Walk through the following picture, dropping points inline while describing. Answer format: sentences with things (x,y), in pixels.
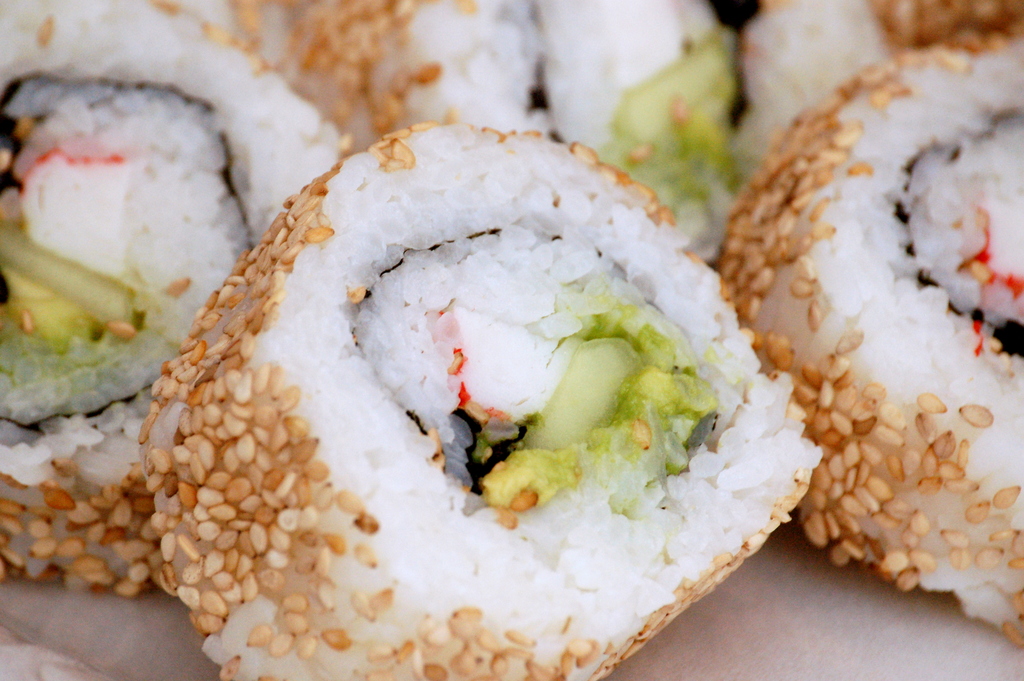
In this picture I can observe food (396,155) in the middle of the picture (550,285). The food (477,261) is in cream and white color.
